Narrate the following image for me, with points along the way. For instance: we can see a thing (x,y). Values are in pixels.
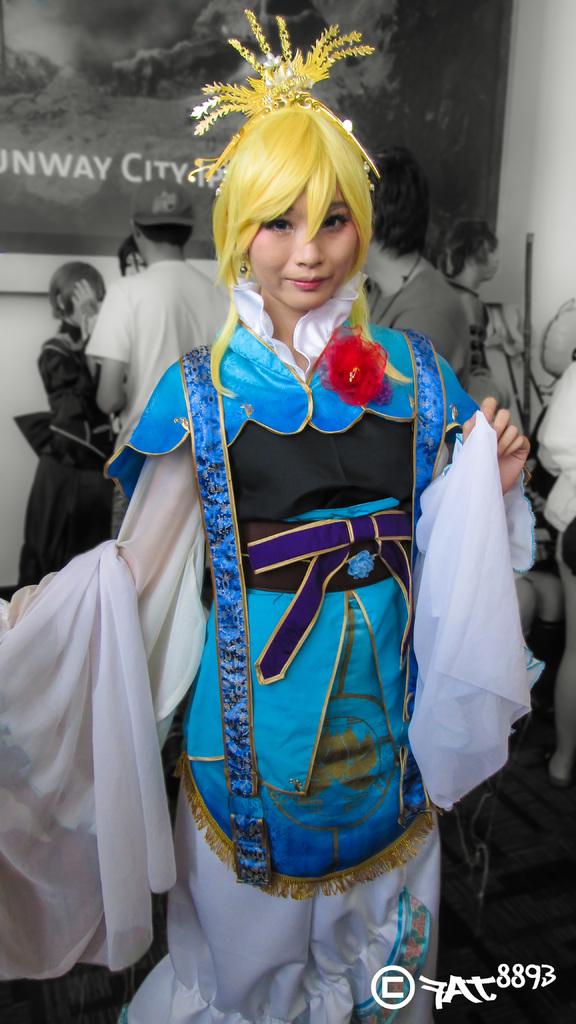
In this image there is a person (356,430) in a fancy dress (417,863), and at the background (484,340) there are group of people (561,635) standing, wall poster (437,225) and a watermark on the image.
